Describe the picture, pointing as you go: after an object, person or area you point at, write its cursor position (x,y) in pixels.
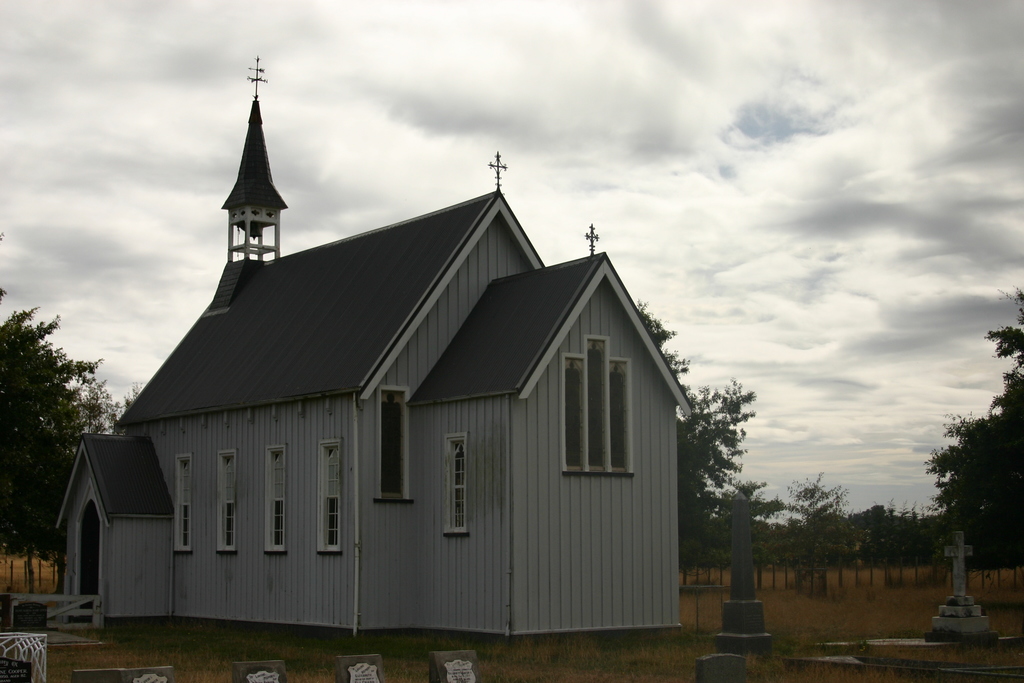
In the picture we can see a church building (422,531) with windows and door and near to it, we can see some graves (701,657) on the surface (900,606) and in the background (333,151), we can see some plants (898,589), trees (717,388) and sky (539,72) with clouds (293,138) and on the church (485,197) we can see a cross symbol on the top of it.
